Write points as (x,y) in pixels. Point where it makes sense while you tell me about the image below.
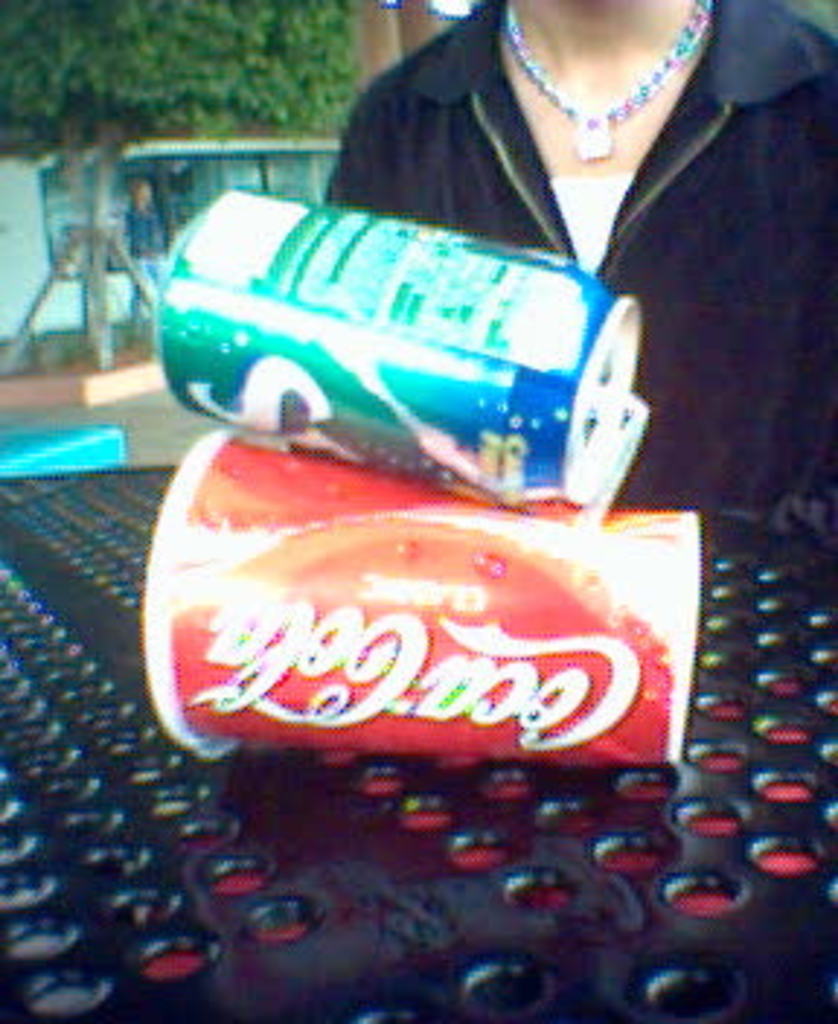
In this image I can see a person (748,41), tree (75,59), building (141,178), in front of building (25,242) I can see another person (143,195) visible at the top (130,212), at the bottom (193,849) I can see a table (137,811) with holes (53,608), contain two objects (298,527) on it.
